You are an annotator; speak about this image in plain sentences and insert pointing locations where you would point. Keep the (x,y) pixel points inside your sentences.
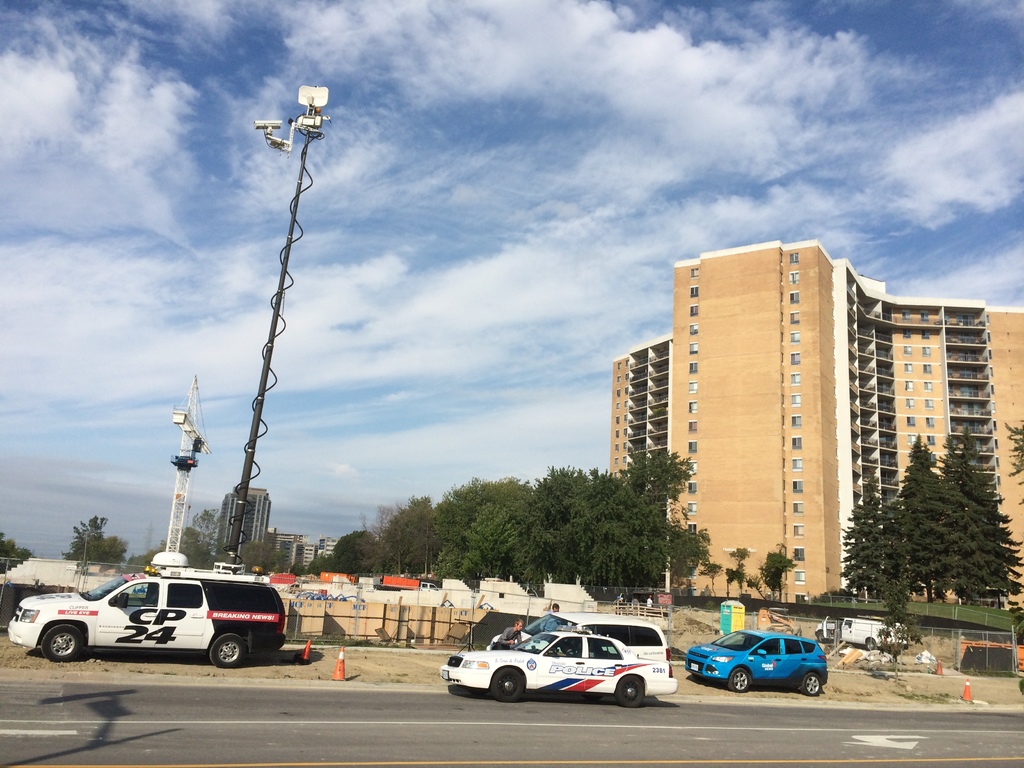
In this picture we can see the road (185,707), vehicles (206,625), traffic cones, fences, buildings (738,325), trees (214,519), pole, some objects (737,603) and in the background (174,181) we can see the sky (428,145) with clouds (133,293).
